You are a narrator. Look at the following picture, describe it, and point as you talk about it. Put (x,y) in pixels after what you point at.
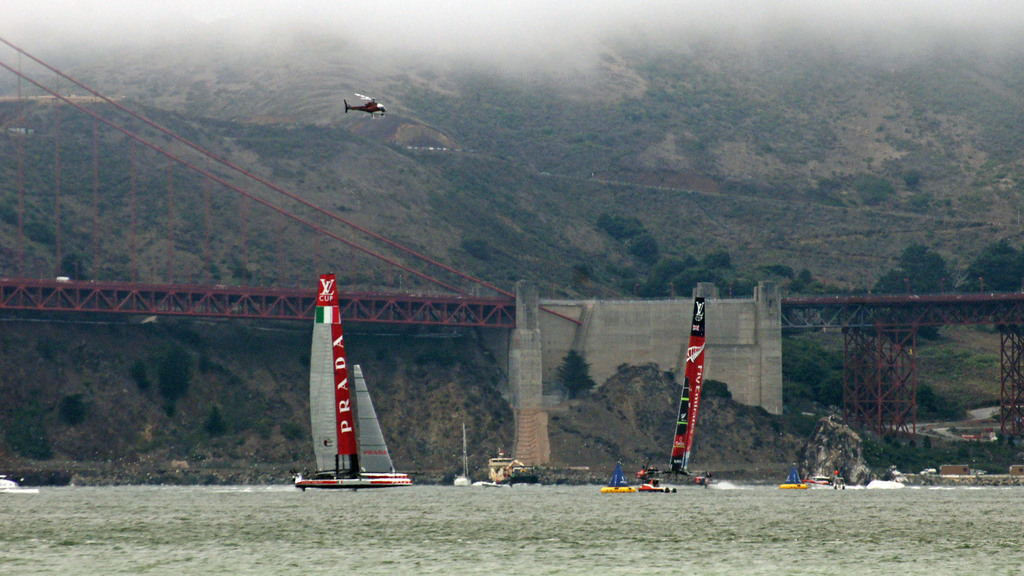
In this picture we can see a group of boats (301,477) on water (533,499) and in the background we can see a helicopter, trees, bridge (518,455).
